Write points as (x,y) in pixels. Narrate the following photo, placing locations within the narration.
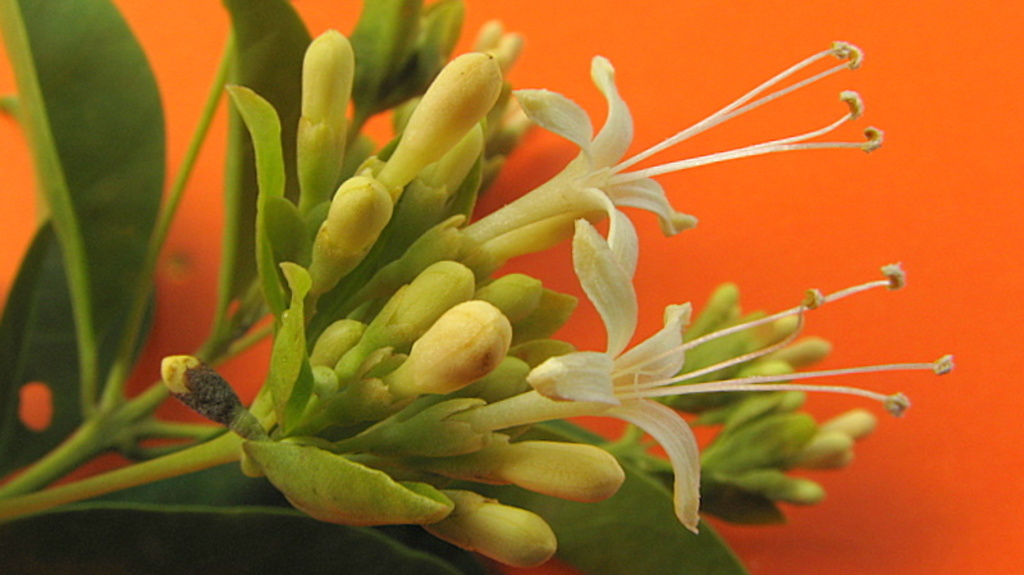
In this image there are flowers (617,317) along with the flower buds (434,288). In the background (162,101) there are leaves (119,126). There is an orange color background (760,62) at the back side (774,221).
